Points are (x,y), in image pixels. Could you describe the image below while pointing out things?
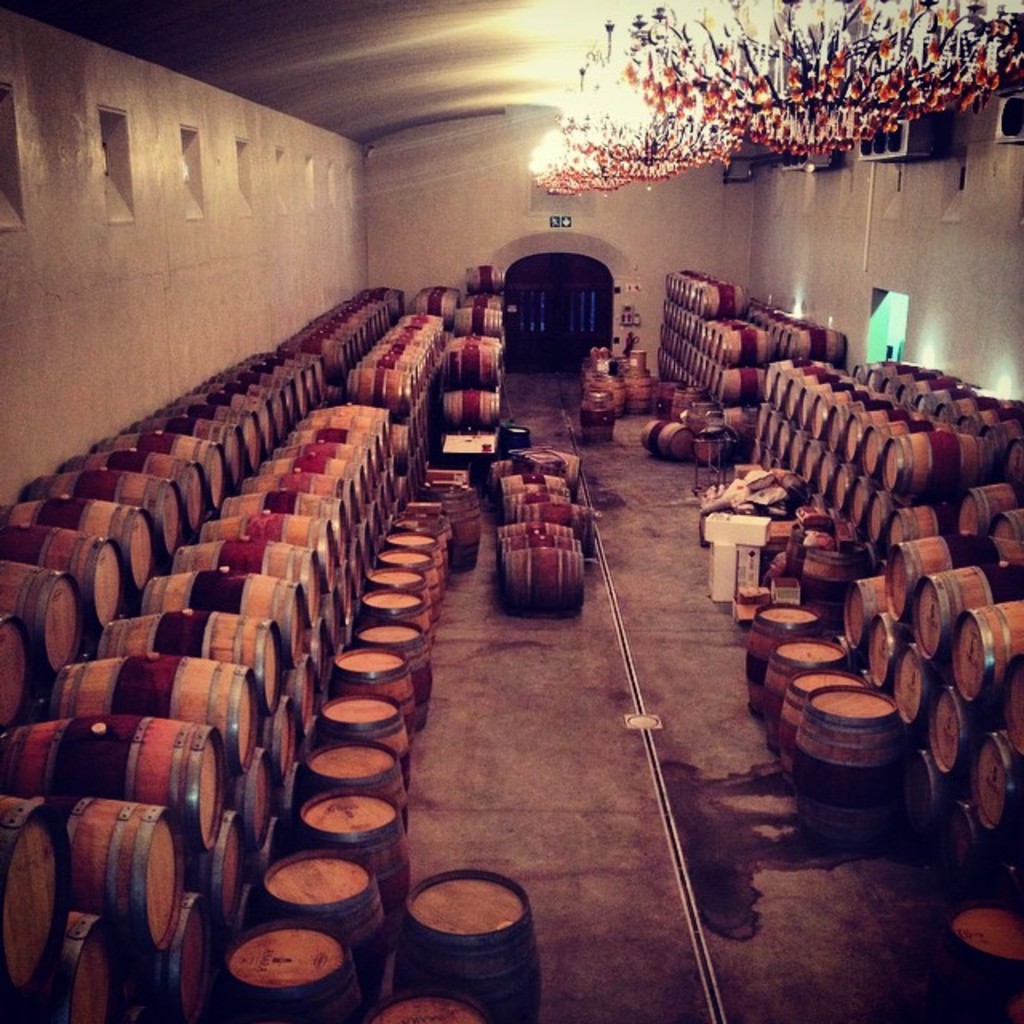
This room (229,740) is filled with drums (859,517) and boxes (798,589). Far there are sign board (566,223) on wall (576,231). These are lights (646,43) attached to ceiling (508,43).
